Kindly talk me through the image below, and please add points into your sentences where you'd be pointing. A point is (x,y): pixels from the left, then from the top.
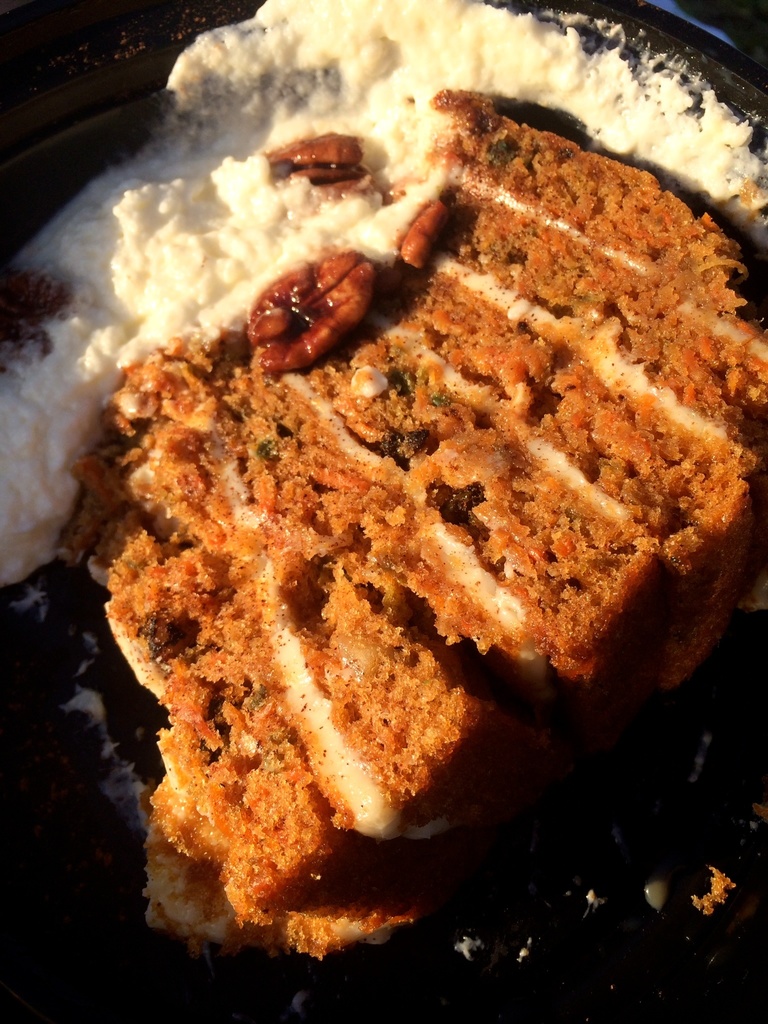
In this image, we can see some food (455,489).
